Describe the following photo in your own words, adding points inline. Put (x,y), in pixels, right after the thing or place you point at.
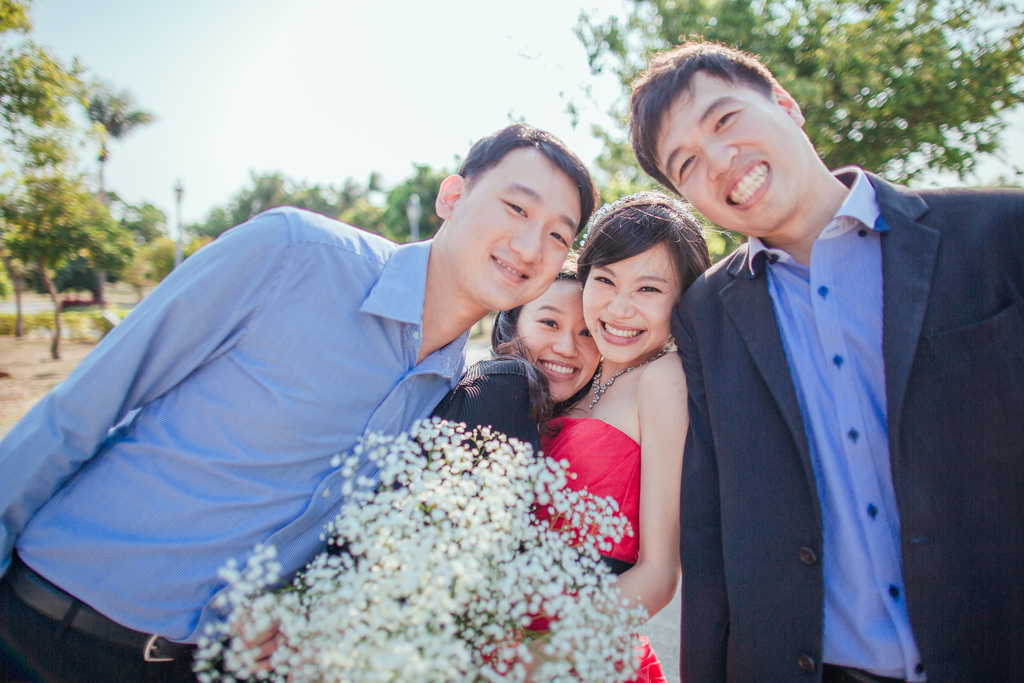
In the front of the image (430,571) there are white flowers (460,595). Behind the flowers (461,597) there are two ladies (547,333) and two men (686,332) are standing and they are smiling. Behind them there is a blur background (845,66) with trees (863,59).
